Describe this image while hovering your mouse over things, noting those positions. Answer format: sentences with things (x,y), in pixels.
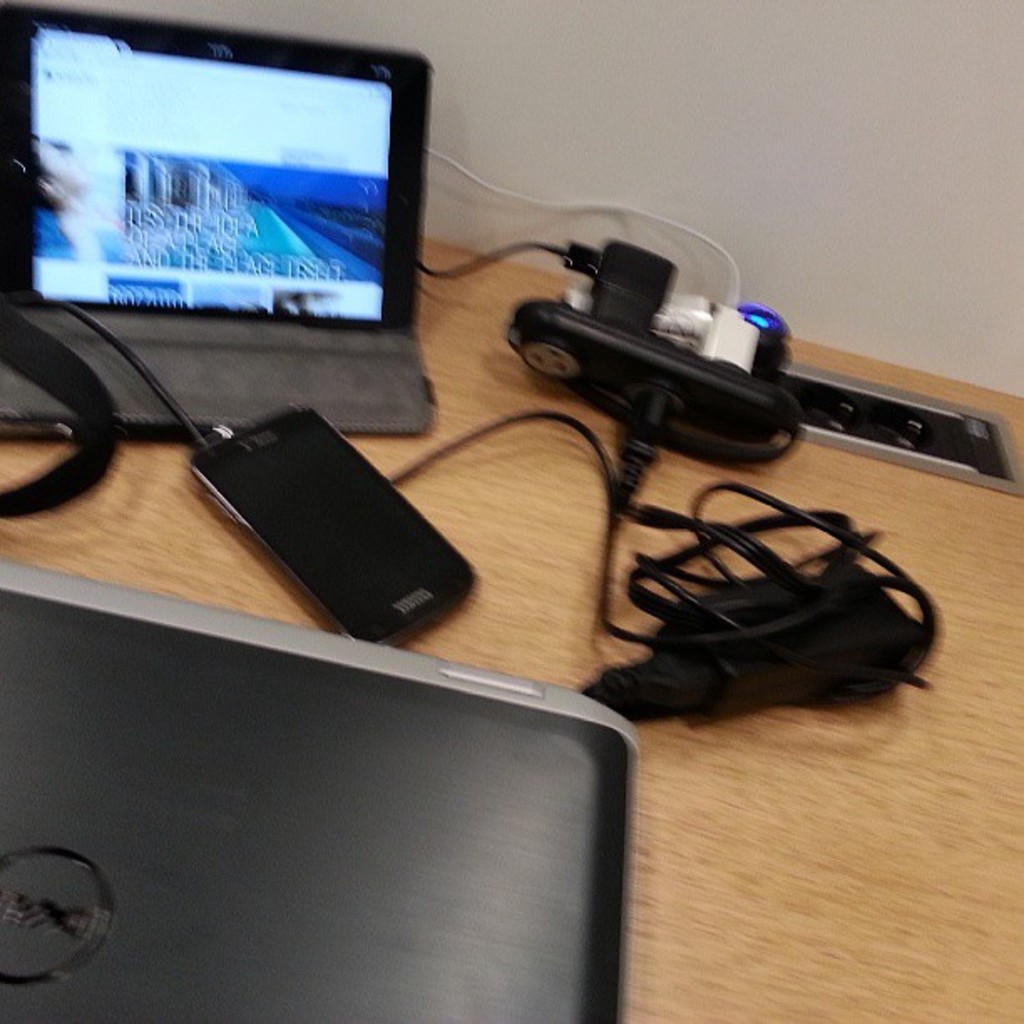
In the picture I can see a laptop (425,791), adapters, a mobile (287,496), wires (693,623) and some other objects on a wooden surface (996,1010). The laptop (262,837) is black in color which has a logo (91,903) on it.
